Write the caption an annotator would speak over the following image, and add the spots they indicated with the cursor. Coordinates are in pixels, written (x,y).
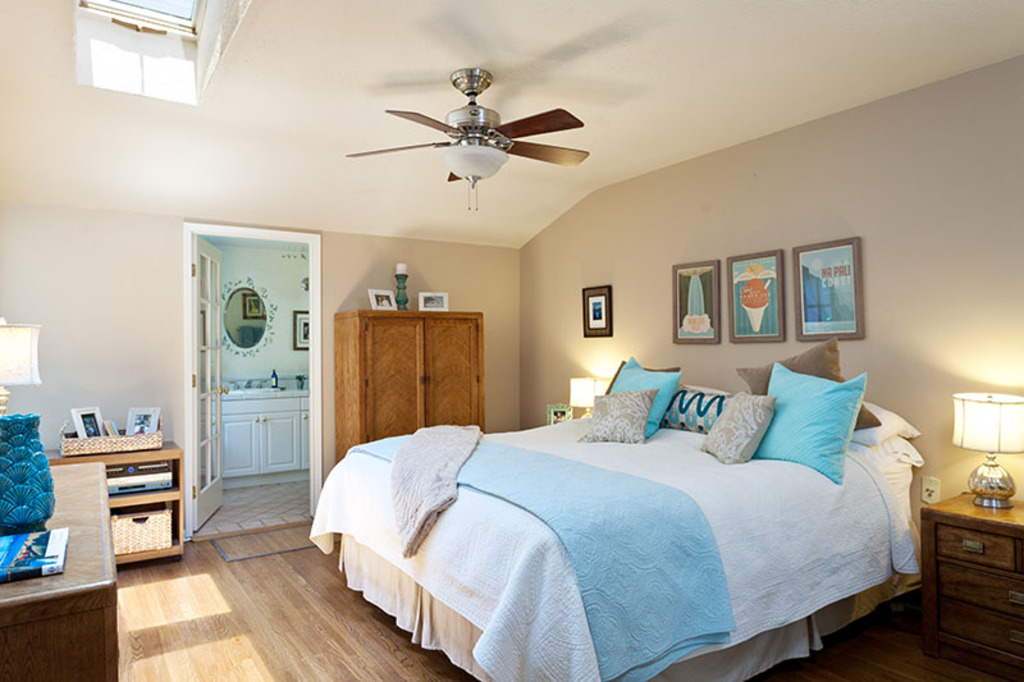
This picture shows a bed (758,548) with pillows (632,382) and we see few photo frames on the wall (652,267) and we see a cupboard (395,356) and a ceiling fan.
